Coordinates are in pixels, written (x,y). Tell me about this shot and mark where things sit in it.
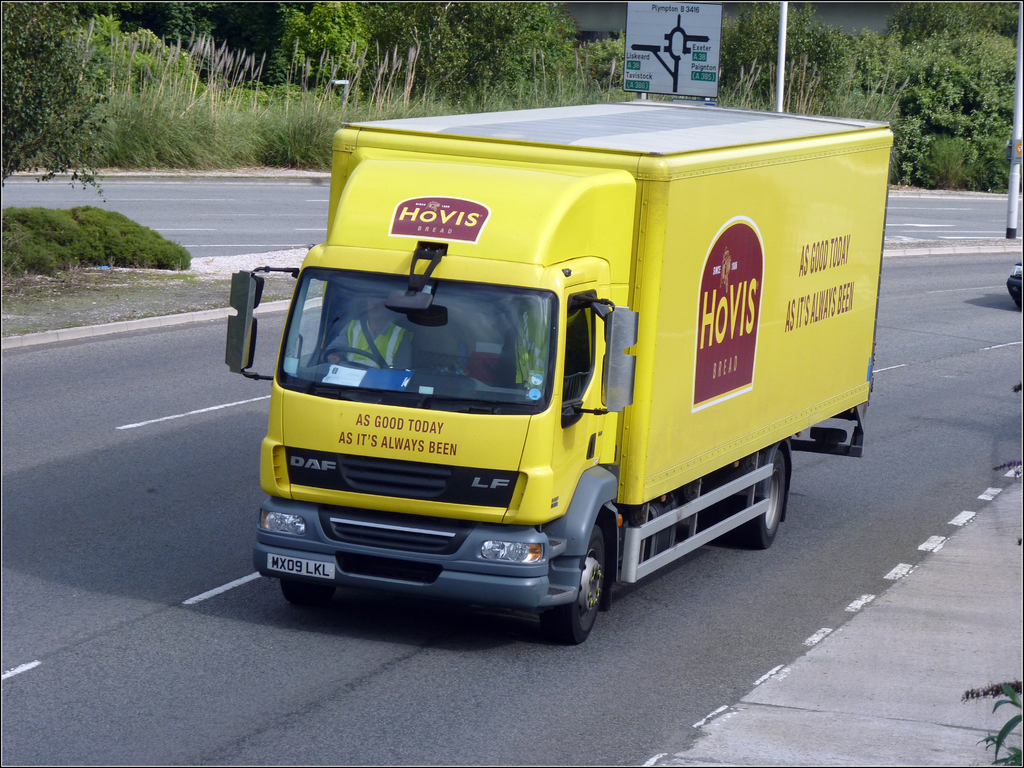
In this image there are two vehicles (535,523) moving on the road (142,638). In the middle of the road (20,489) there is a sign board (696,52), a pole (779,59) and some grass (742,77). In the background (806,84) there are trees (498,84) and plants (332,116).
